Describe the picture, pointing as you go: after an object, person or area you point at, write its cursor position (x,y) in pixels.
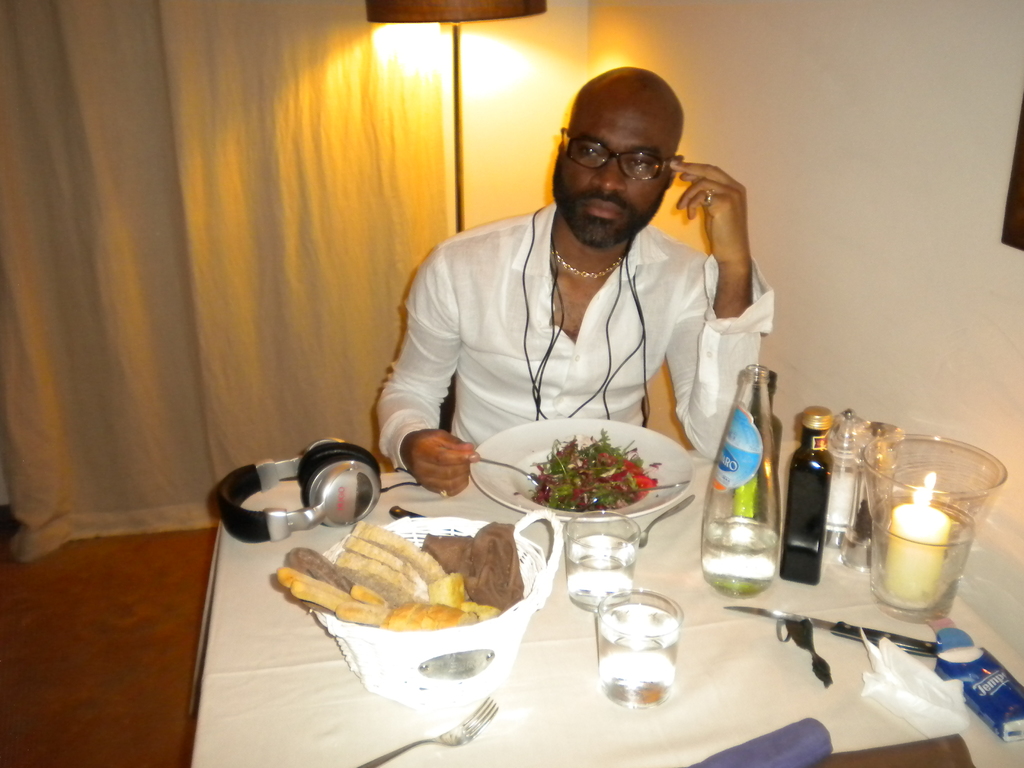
In this image a person (583,374) wearing a white shirt (583,374) is sitting before a table (419,717). There is a basket (459,668), plate (570,437), glasses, bottles (789,539), knife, papers (930,715), headphones (340,512), fork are on the table (529,687). Basket (392,634) is having few breads (375,587) in it. Plate (527,503) is having some food (596,483) and spoon (671,486) in it. He is holding a spoon (533,479) in his hand (464,455). He is wearing spectacles (626,176). Glass (928,568) is having a candle (928,533) in it. Top of image (457,113) there is a lamp (513,11), behind there is a curtain (284,190). Right side (1020,164) there is a frame (1012,240) attached to the wall (853,235).
